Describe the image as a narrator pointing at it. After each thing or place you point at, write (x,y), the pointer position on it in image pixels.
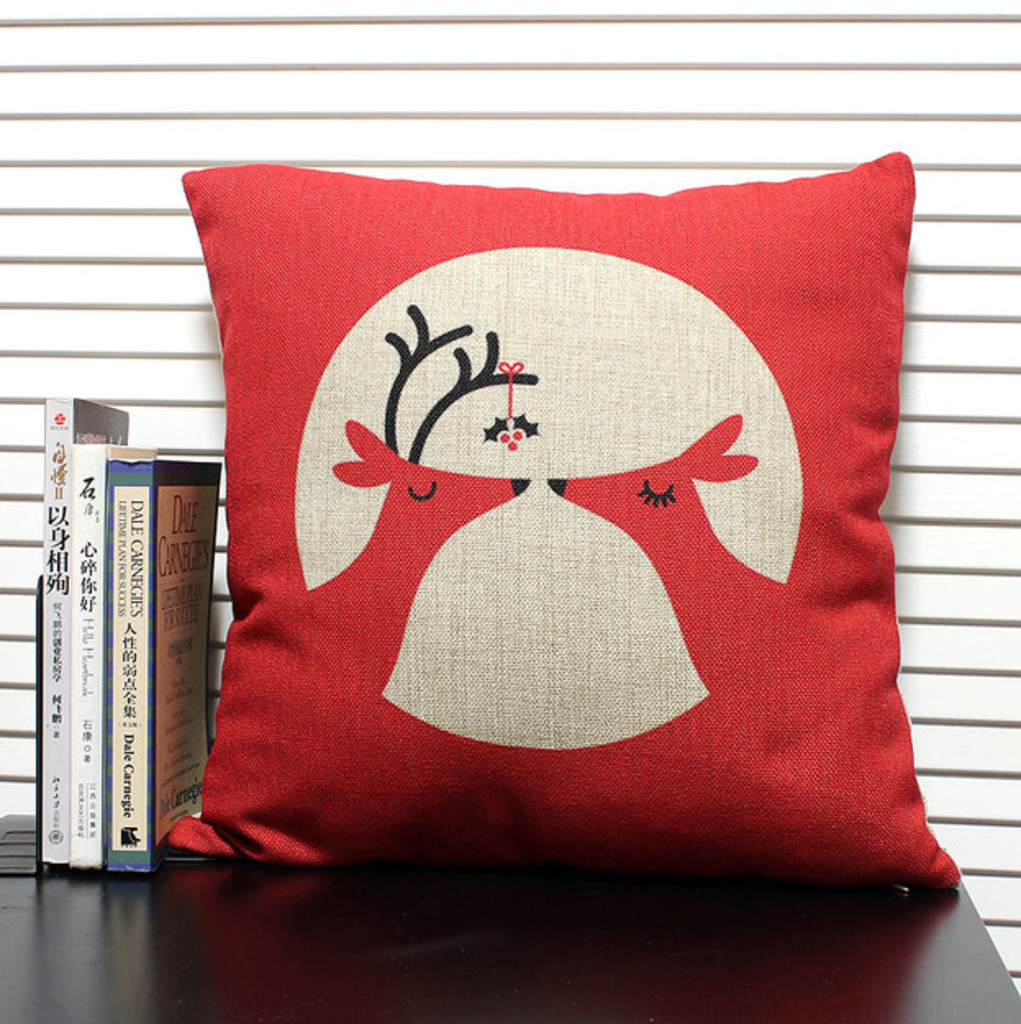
In this image in the center (528,626) there is one pillow (305,595), beside the pillow (230,707) there are some books (111,651). At the bottom (478,931) there is table (800,924), in the background (935,563) there is a wall (387,154).
